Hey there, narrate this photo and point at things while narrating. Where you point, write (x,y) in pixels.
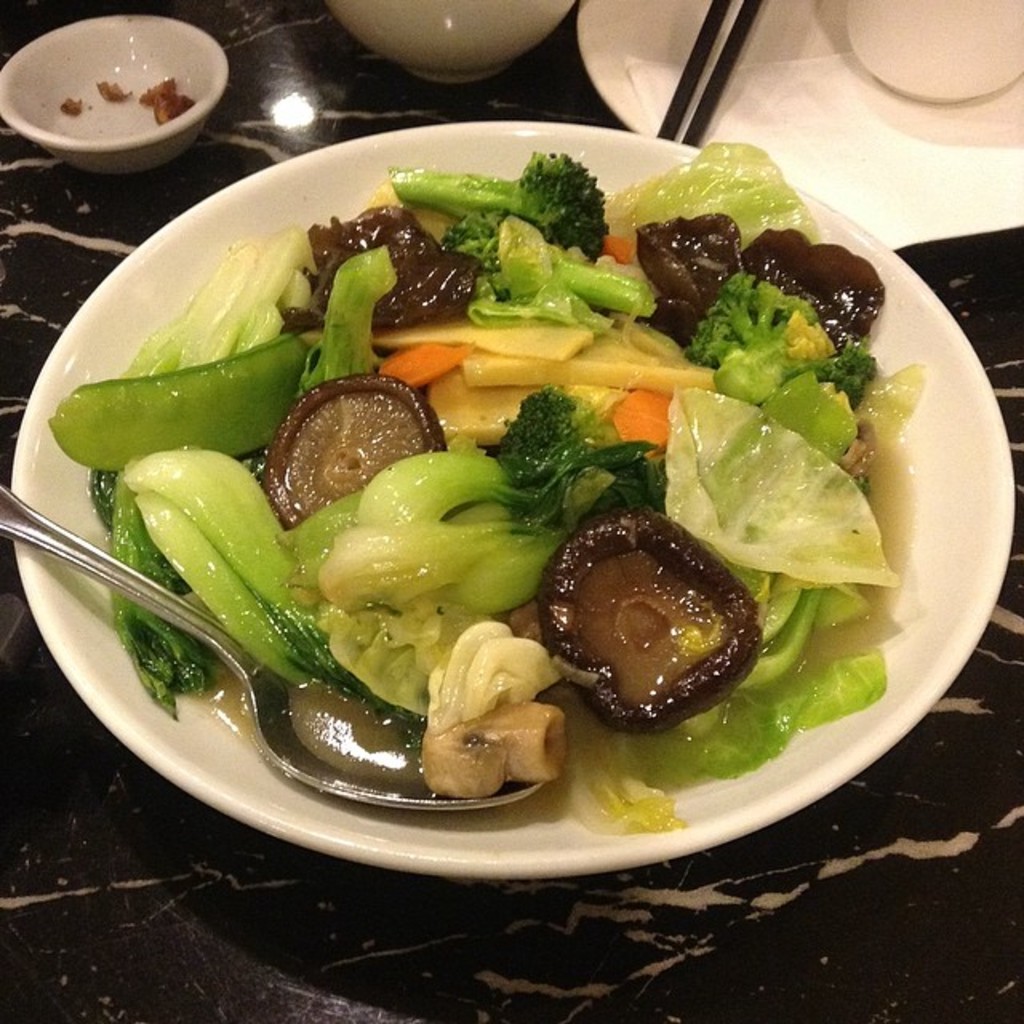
In this picture we can see a spoon (384,718) and food (552,392) in the plate (938,348), in the background (508,25) we can see a bowl (408,10), chopsticks (738,43) and other things (810,78) on the table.
